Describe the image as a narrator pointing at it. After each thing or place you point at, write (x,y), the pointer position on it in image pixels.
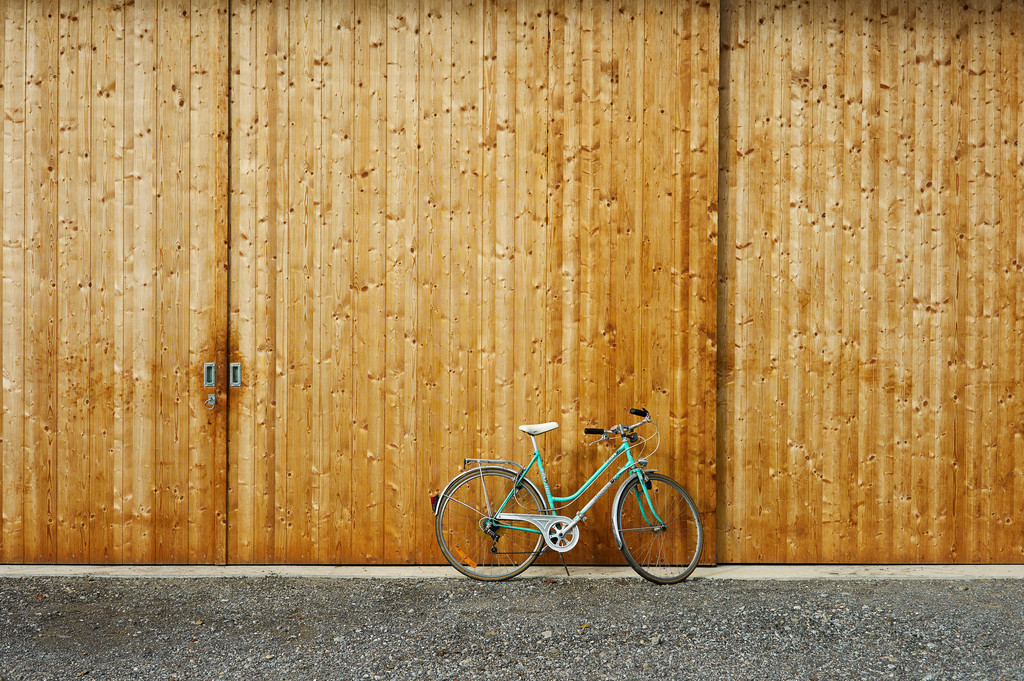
Here in this picture we can see a bicycle (510,491) present on the gravel (482,586) over there and beside it we can see wooden planks (237,464) which are present like a wall (1012,523) over there.
